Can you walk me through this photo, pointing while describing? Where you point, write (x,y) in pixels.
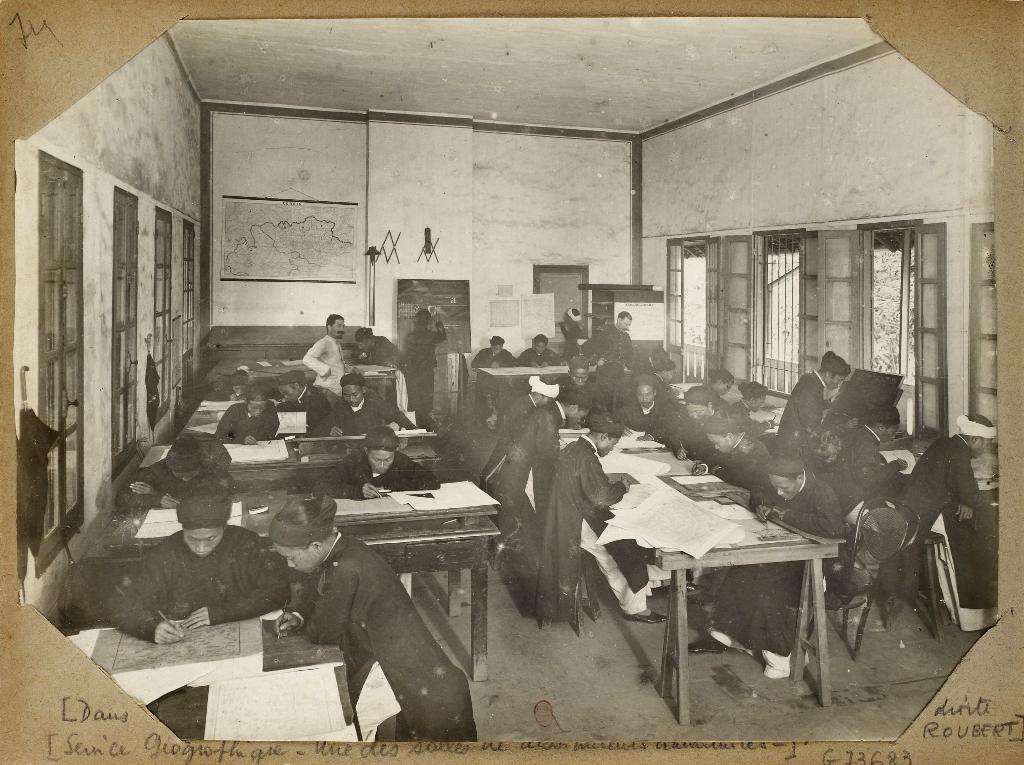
In this picture we can see a group of people (297,614) sitting on chairs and some people (433,380) are standing on the floor (541,665), tables (427,442) with papers (728,531) on it and in the background (247,222) we can see the walls (618,202), windows (693,303) and some objects (646,346) and in the bottom of this picture (980,732) we can see some text (945,723).
